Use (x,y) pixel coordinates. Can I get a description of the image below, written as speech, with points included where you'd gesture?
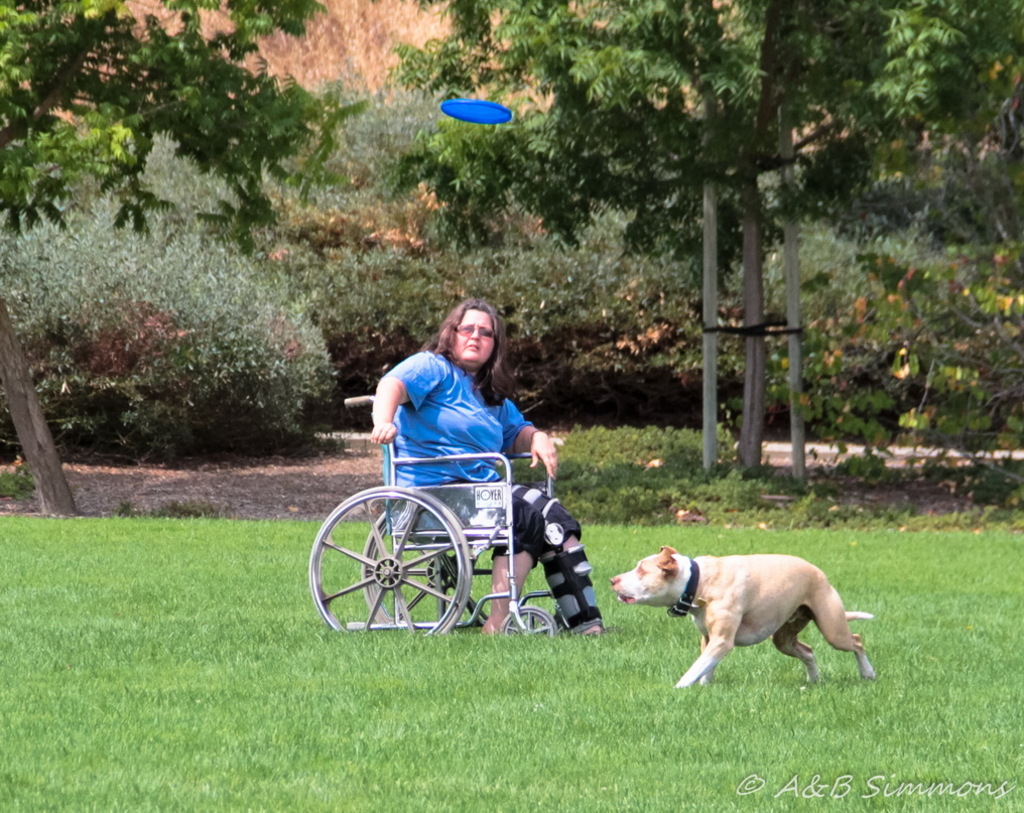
In this image we can see a lady (446,471) sitting on the wheelchair (416,597). At the bottom (307,727) there is grass (588,755) and we can see a dog (809,591). In the background (81,54) there are trees (722,232) and we can see a disc (471,103).
